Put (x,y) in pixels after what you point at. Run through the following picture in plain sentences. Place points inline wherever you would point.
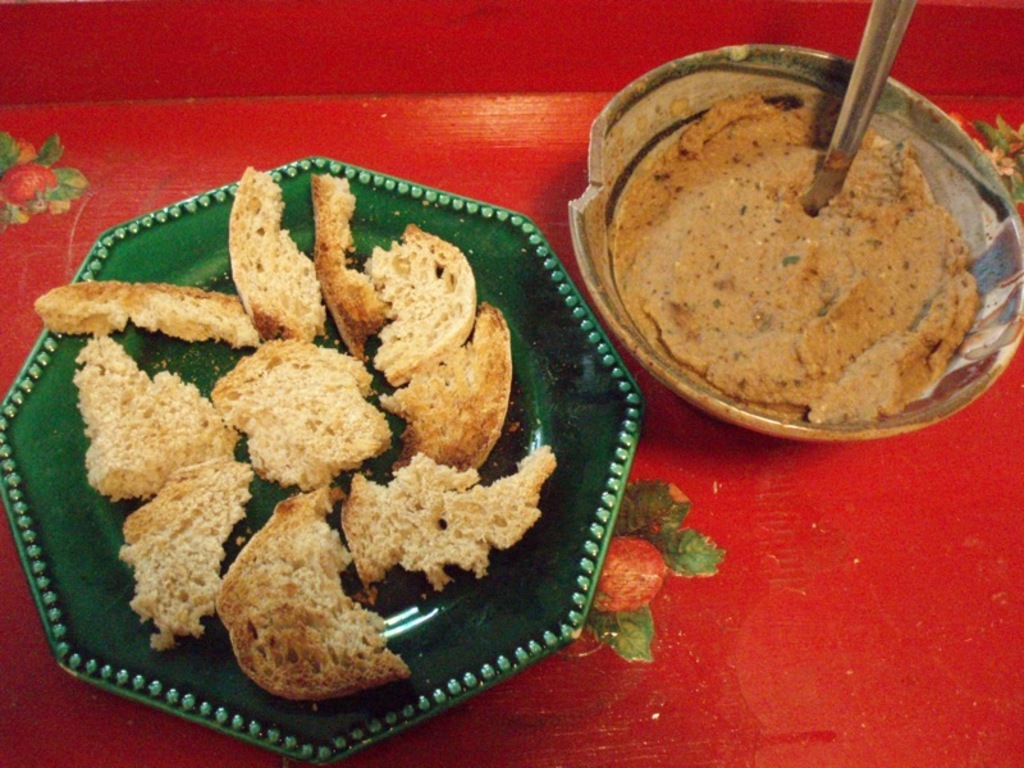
This is the table (355,105) which is red in color. I can see a plate (612,490) and a bowl (783,427) are placed on the table (804,539). This plate (198,678) contains few pieces of bread (378,436) and this bowl (956,361) contains some food items (827,283). This looks like a spoon (860,108).
